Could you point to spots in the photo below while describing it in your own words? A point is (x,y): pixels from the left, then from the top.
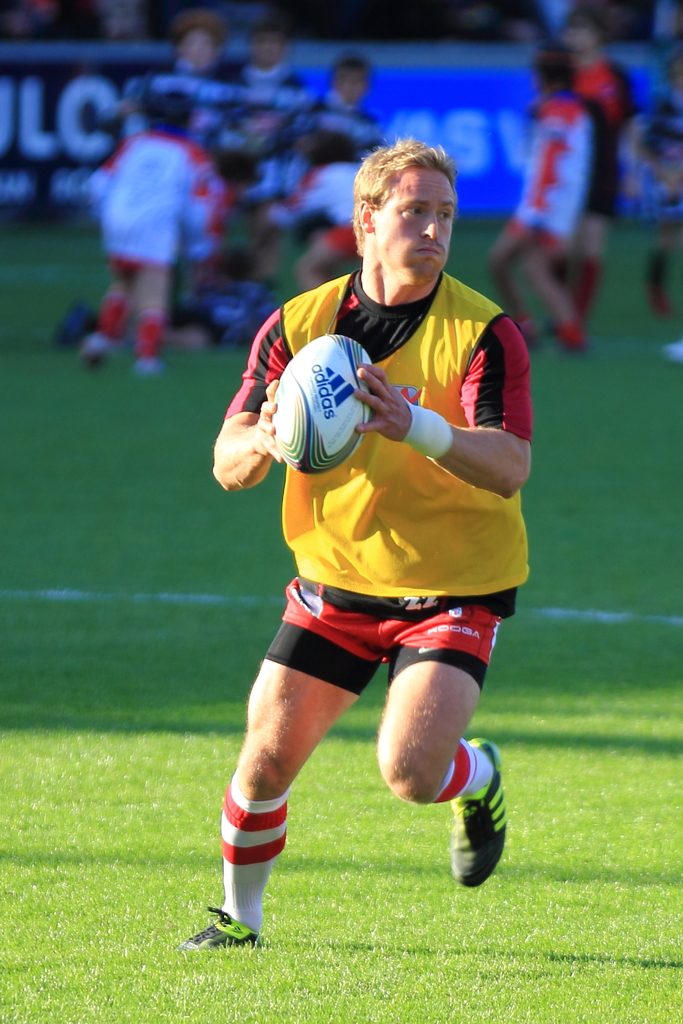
In this picture we can see a man (323,527) is holding a ball (304,457) and he is on the grass (390,855). Behind the man (417,482), there are groups of people (254,200) and boards (446,124).
